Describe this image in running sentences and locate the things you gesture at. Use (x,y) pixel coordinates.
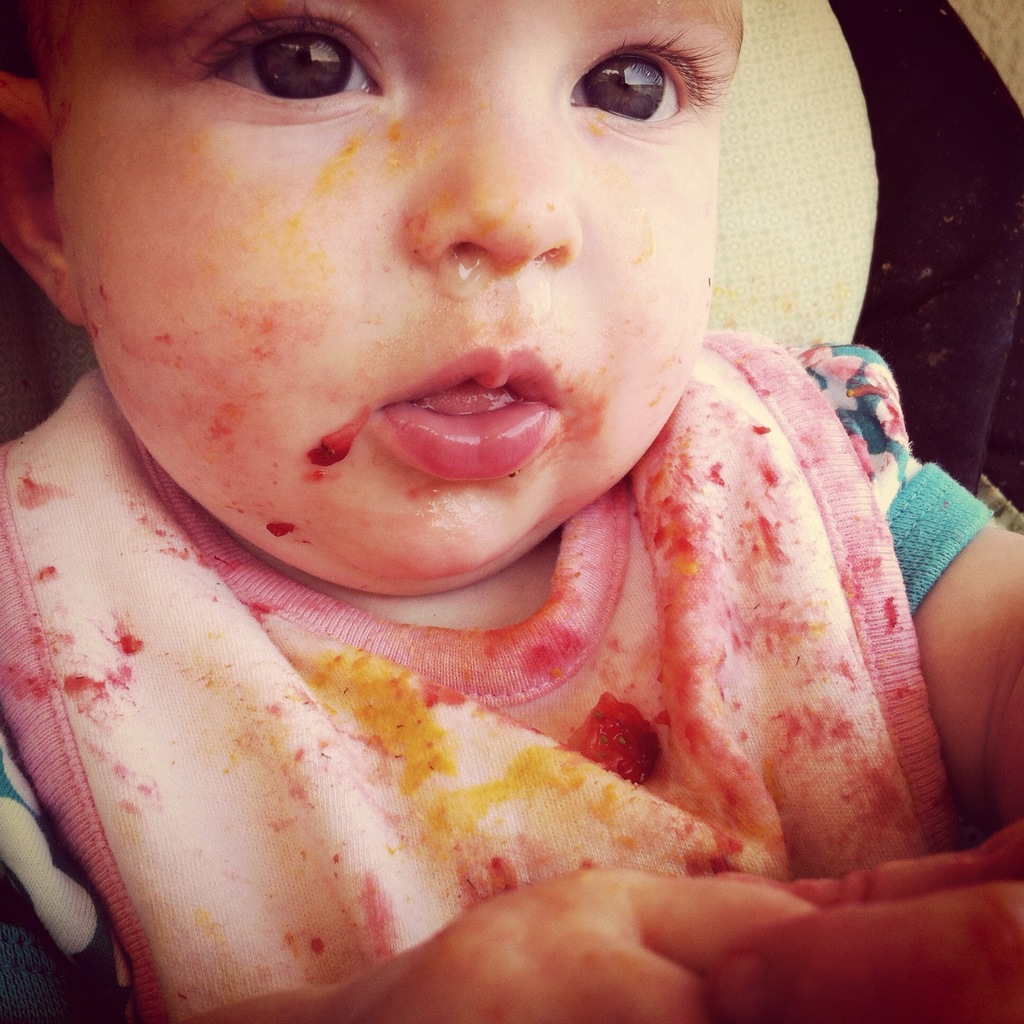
In this image we can see a child (495,396).
